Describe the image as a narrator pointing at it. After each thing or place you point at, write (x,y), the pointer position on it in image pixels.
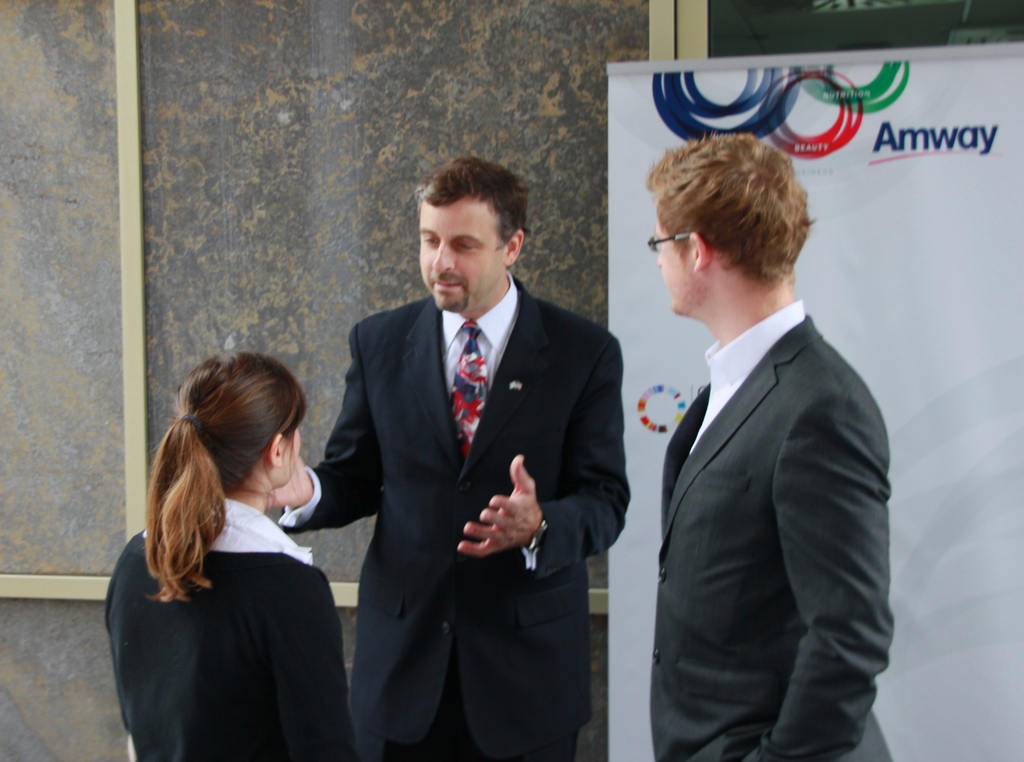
In the center of the image (519,469), we can see people (399,628) standing and are wearing coats (612,341) and one of them is wearing glasses (662,243). In the background (261,89), there is a banner (846,124) and we can see a board (154,118).
